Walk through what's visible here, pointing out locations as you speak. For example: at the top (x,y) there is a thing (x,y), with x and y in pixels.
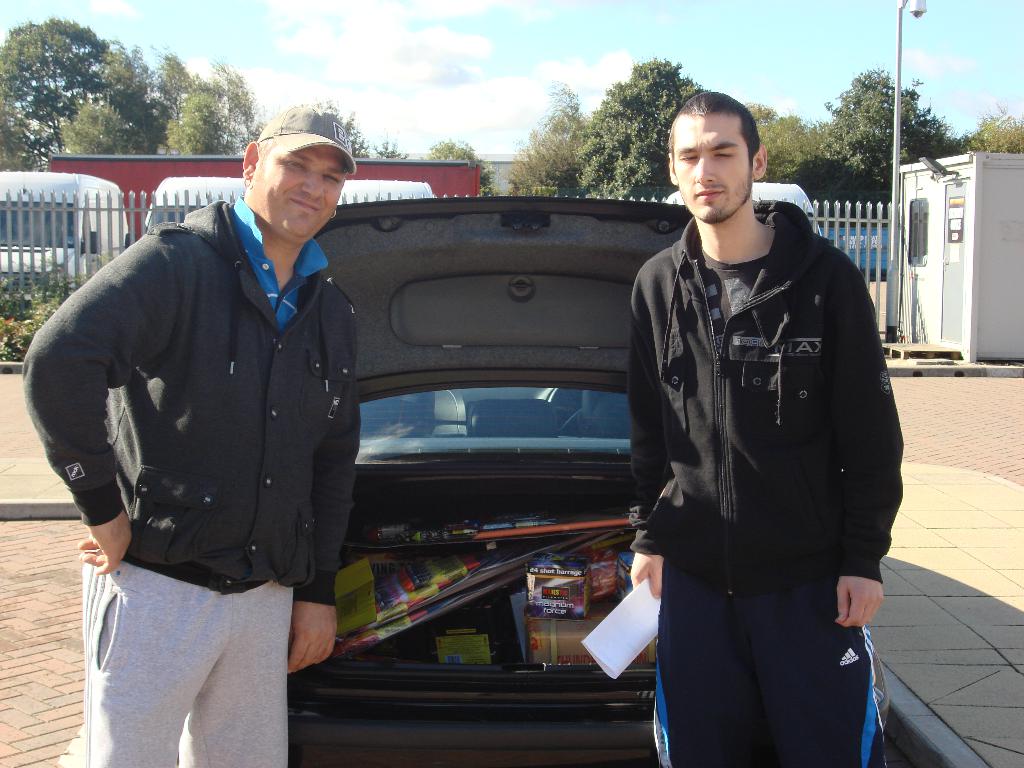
In the center of the image (446,389) there is a car (464,494) and we can see things (571,622) placed in the trunk (412,636) of the car (510,437). We can see two people (228,215) standing. In the background (894,302) there is a fence (842,221), trees (452,152), pole (894,333) and sky (520,51).
